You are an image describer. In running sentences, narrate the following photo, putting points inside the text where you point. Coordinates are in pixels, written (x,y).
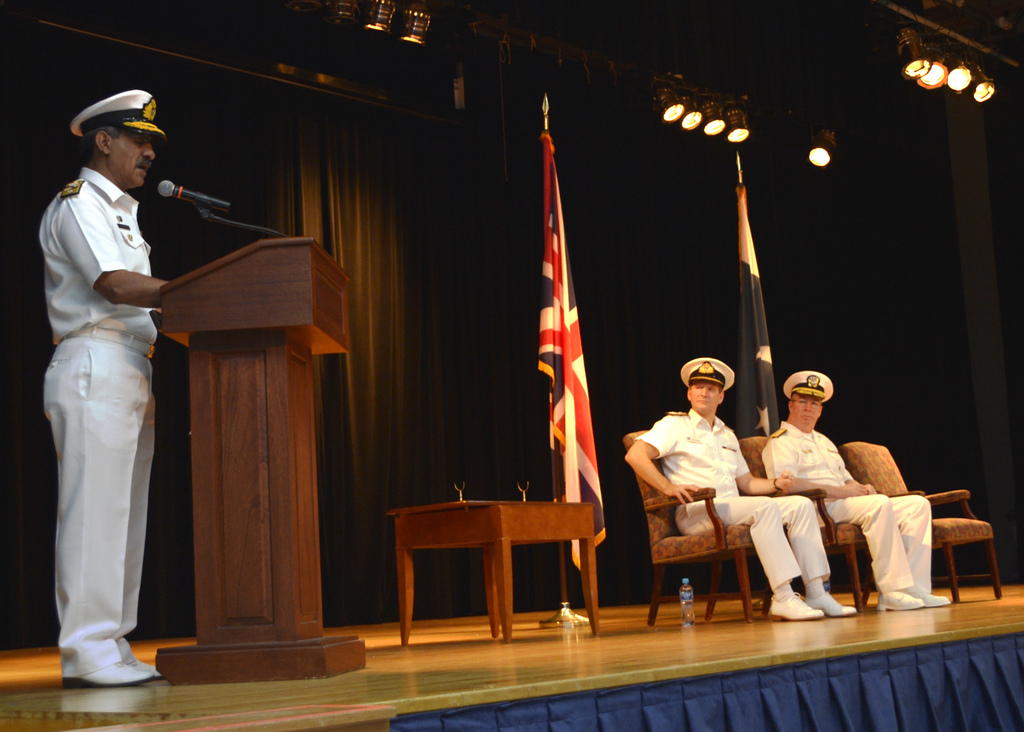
On the left side of the image (84,201) we can see person (68,455) standing at lectern (247,307) and mic (182,194). On the right side of the image (894,595) we can see persons (821,552) sitting on the chairs (850,540), flags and table (534,531) on dais (615,655). In the background (369,548) we can see lights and curtains (316,211).
